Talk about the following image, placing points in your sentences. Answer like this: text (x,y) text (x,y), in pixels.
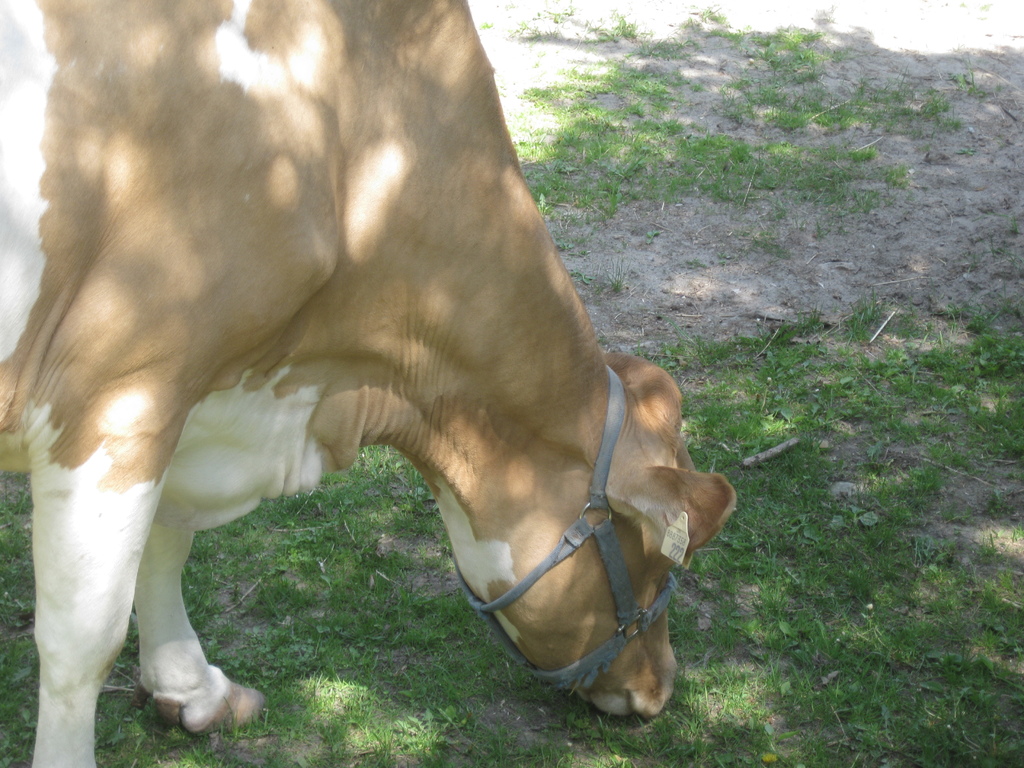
In this picture there is a brown and white color cow (218,312), eating grass (695,690) from the ground (591,320).
